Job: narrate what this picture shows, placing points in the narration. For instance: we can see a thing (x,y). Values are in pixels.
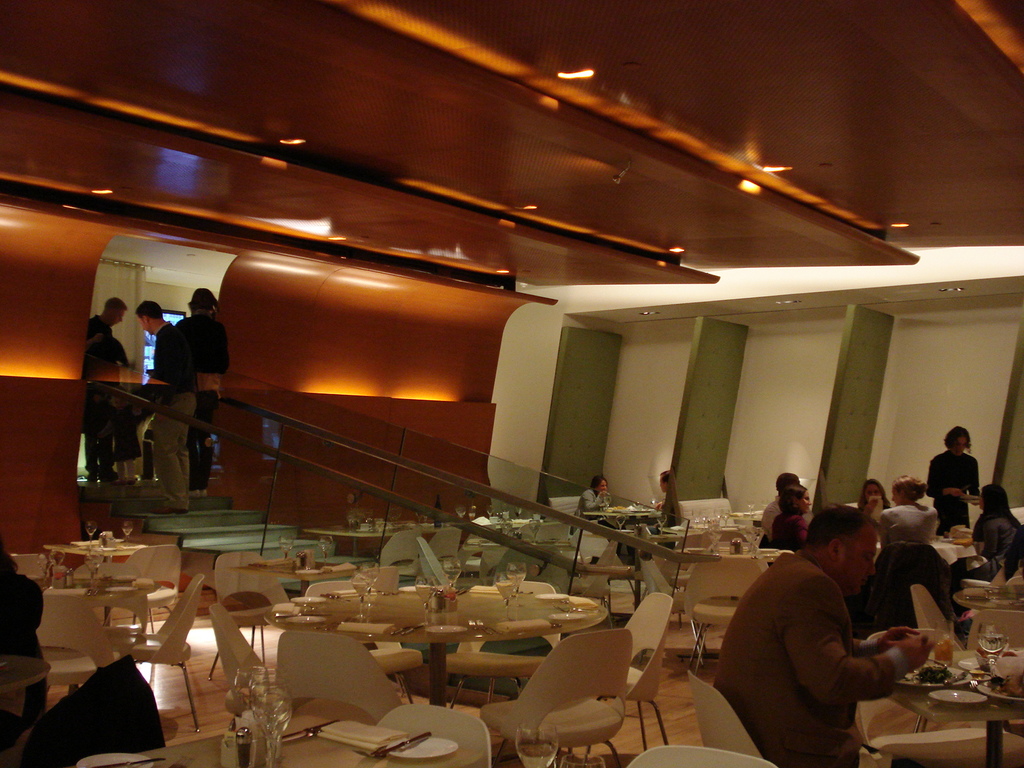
In this picture we can see group of people (789,506) some are sitting on chair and some are standing on steps (219,534) and in front of them there is table (523,611) and on table (310,608) we can see bowls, glasses (512,575), plates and in background (598,373) we can see wall (793,340), lights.
